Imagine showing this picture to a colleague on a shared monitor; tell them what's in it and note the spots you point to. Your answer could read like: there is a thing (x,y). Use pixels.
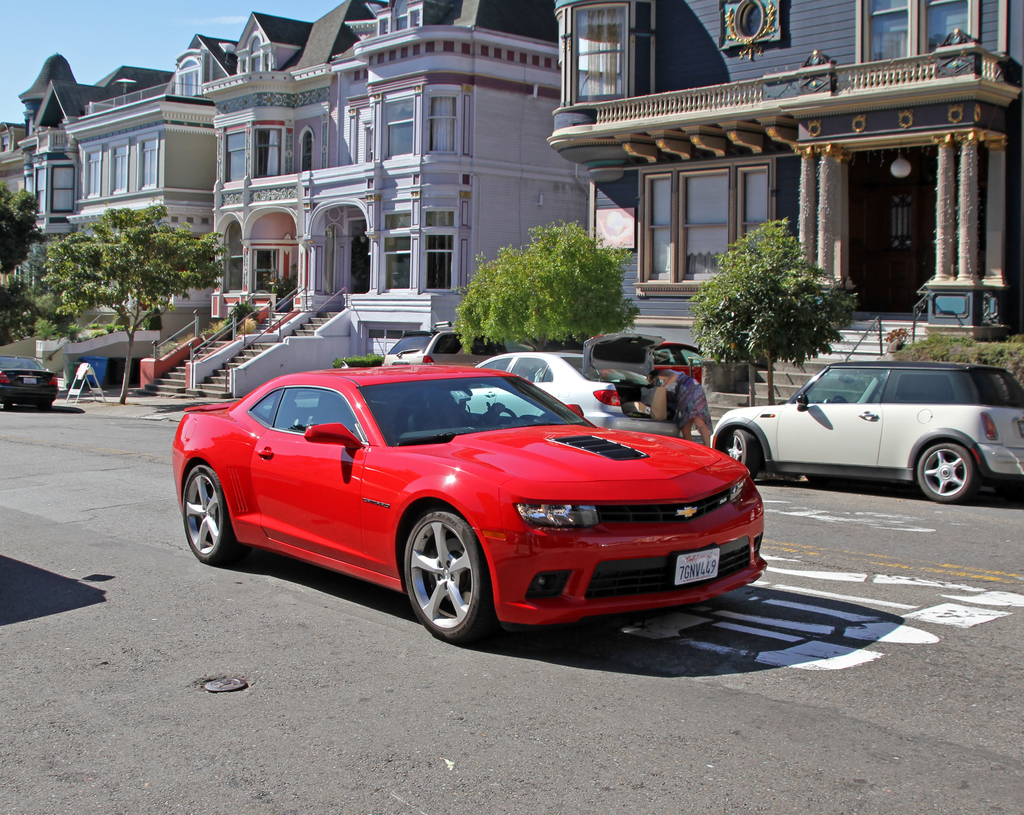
In this picture we can see a some vehicles (389,417) on the road (836,493) and behind the vehicles (558,390) there are trees (555,287) and buildings (656,192) and behind the buildings (174,159) there is a sky (121,32).
